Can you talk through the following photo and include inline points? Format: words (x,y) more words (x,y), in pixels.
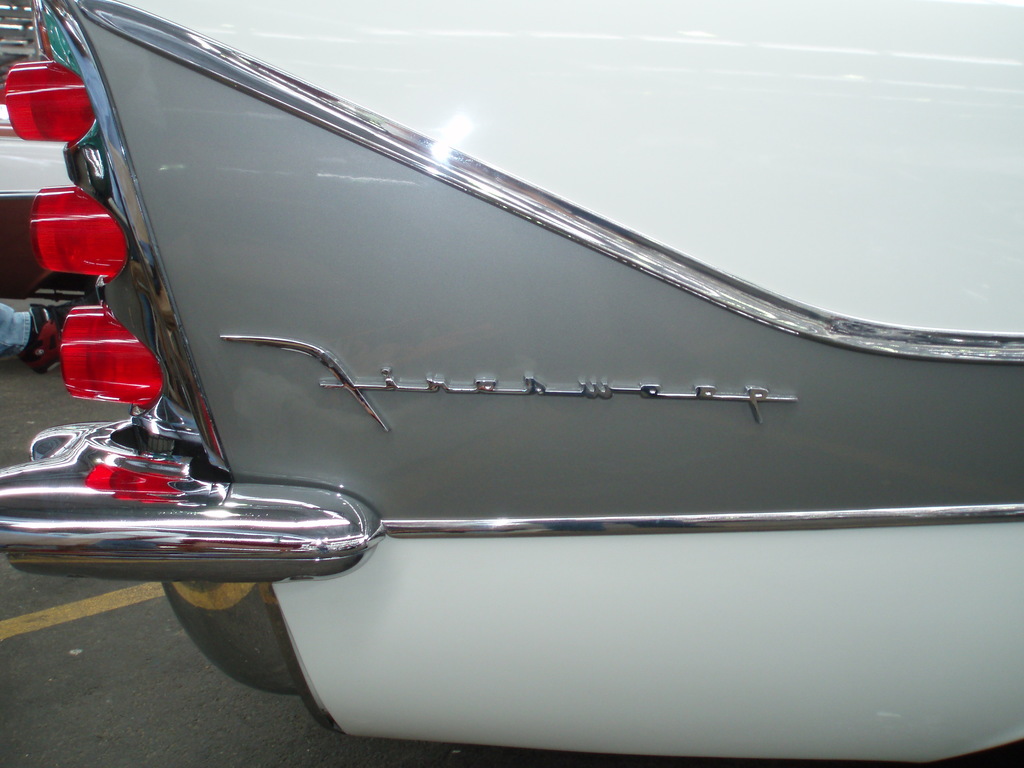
This image consists of a car (127,293). It has tail lights (23,75). It is in white and gray color.
